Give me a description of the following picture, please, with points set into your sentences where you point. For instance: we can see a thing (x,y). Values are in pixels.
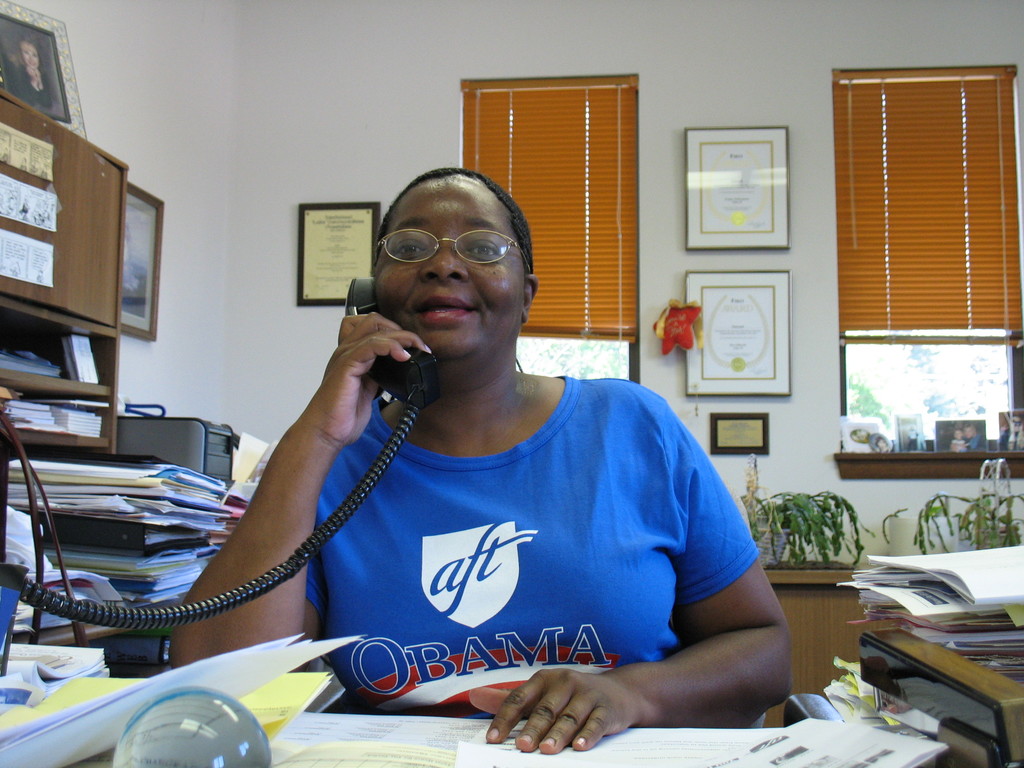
In this image I can see a person (435,462) sitting in a room (402,413) and holding a telephone (409,413). She is wearing a blue t shirt (401,628) and there are papers (780,757) and a paper weight (194,740) in front of her. There are cabinets (7,282) on the left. There are windows (853,447), plants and photo frames (694,146) at the back (759,447).
